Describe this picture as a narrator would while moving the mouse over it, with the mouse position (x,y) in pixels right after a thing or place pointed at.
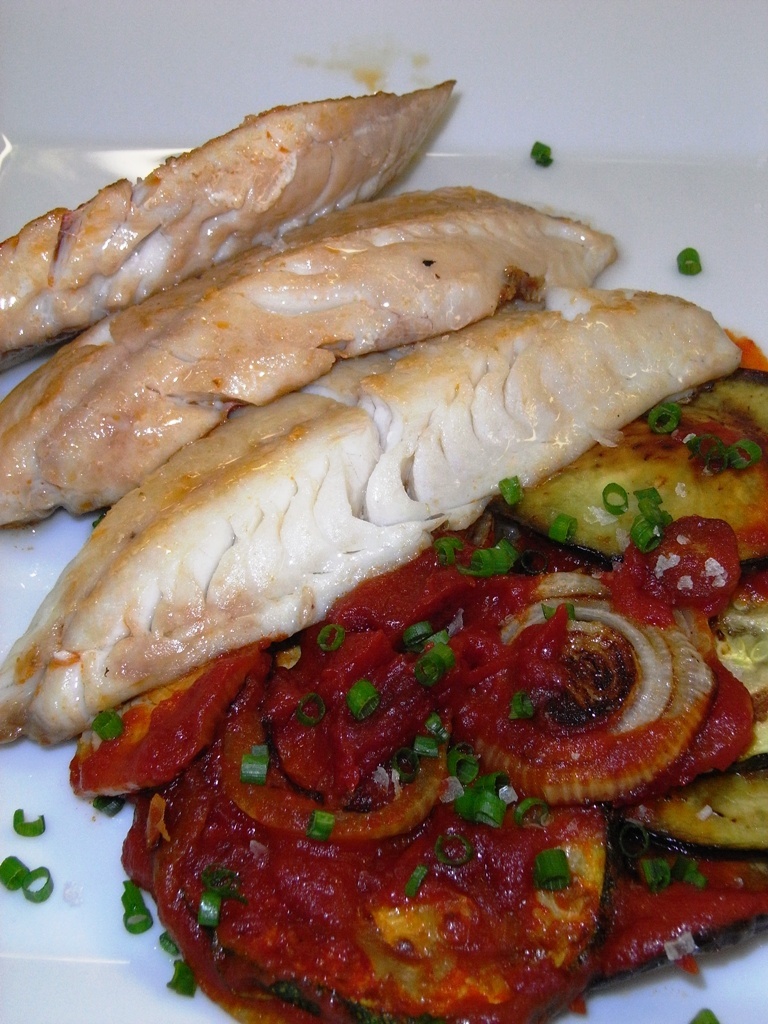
In this picture there are different food items (365,453) on the white plate (162,958). At the back (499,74) it might be a table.
